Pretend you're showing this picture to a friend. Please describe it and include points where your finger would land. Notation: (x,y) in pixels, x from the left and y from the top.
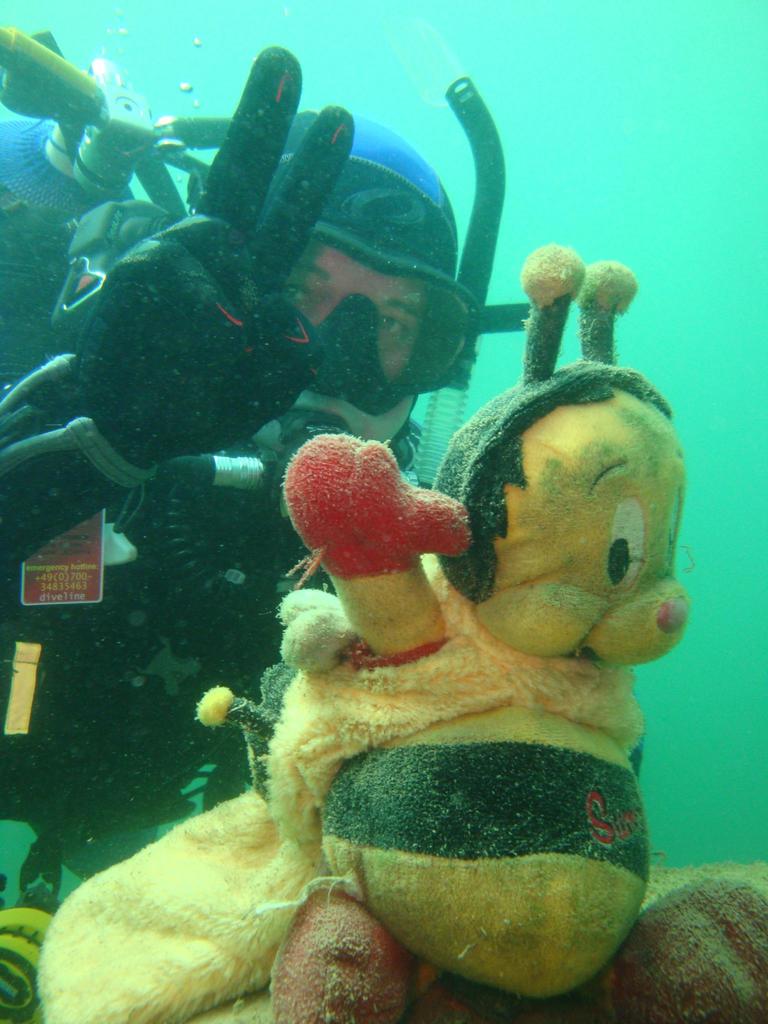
In this image there is a person (179,412) doing scuba diving under the water (745,431), in-front of him there is a doll (550,509).
